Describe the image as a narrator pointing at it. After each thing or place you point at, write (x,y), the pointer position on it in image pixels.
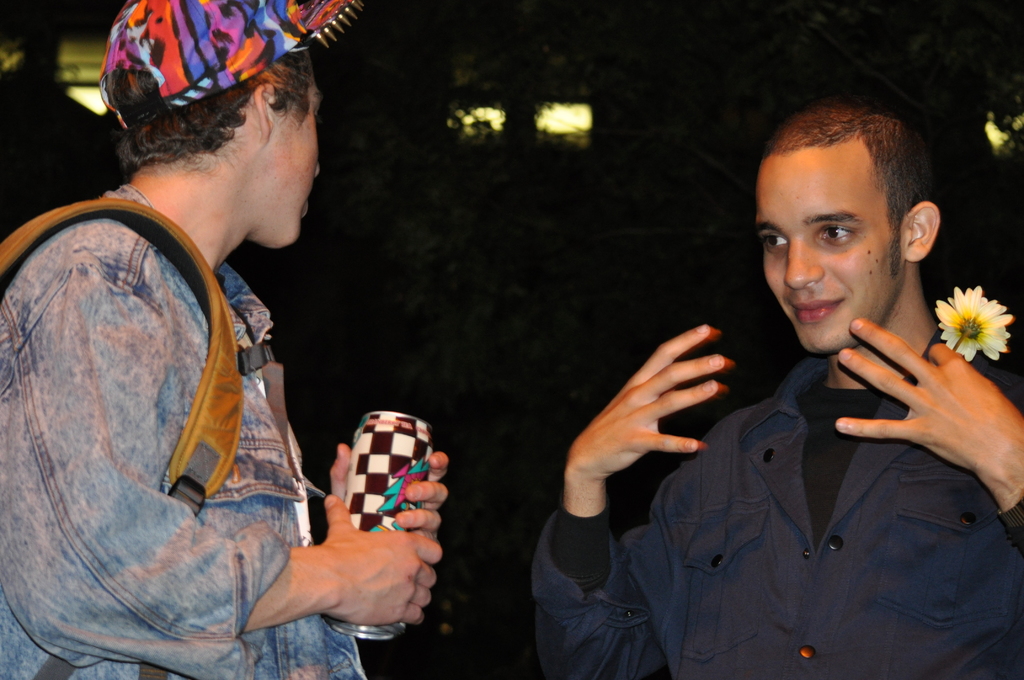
In this image we can see two people (428,482) standing. The man (567,467) standing on the right (903,529) is holding a flower (963,337), next to him there is another man (360,541) holding a tin (362,528). In the background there are lights (505,117).
